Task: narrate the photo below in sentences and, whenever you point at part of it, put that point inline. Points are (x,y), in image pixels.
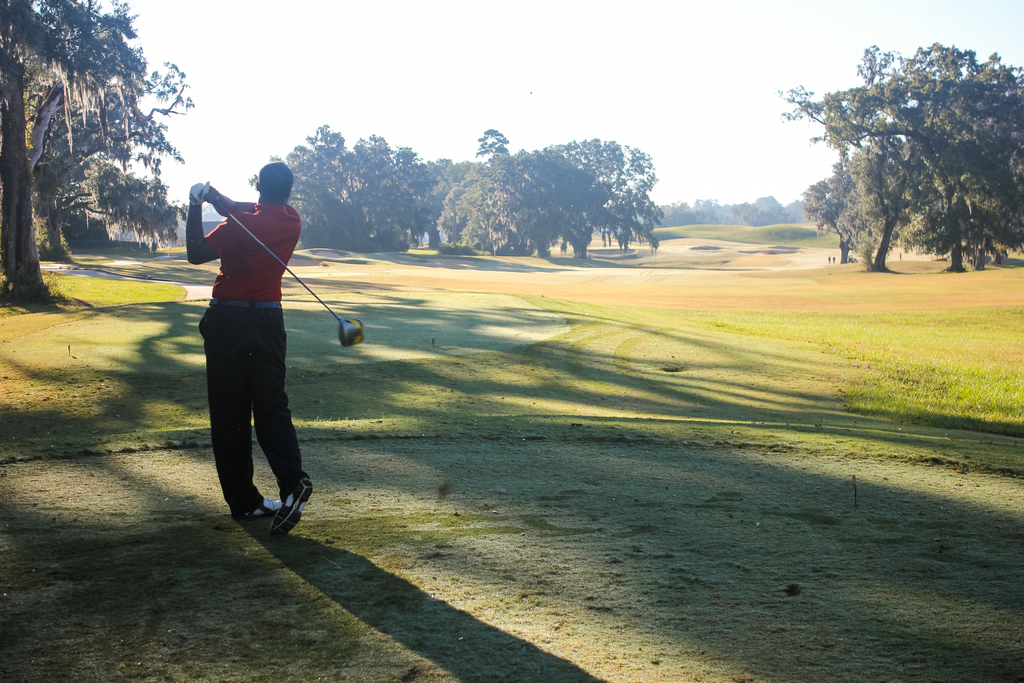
In this image there is one person (257,388) standing and holding a Golf bat (346,340) at left side of this image (237,371) and there are some trees (323,224) in the background (400,207). There is a sky (390,55) at top of this image (466,53) and there is a ground (542,377) at bottom of this image (430,537).
